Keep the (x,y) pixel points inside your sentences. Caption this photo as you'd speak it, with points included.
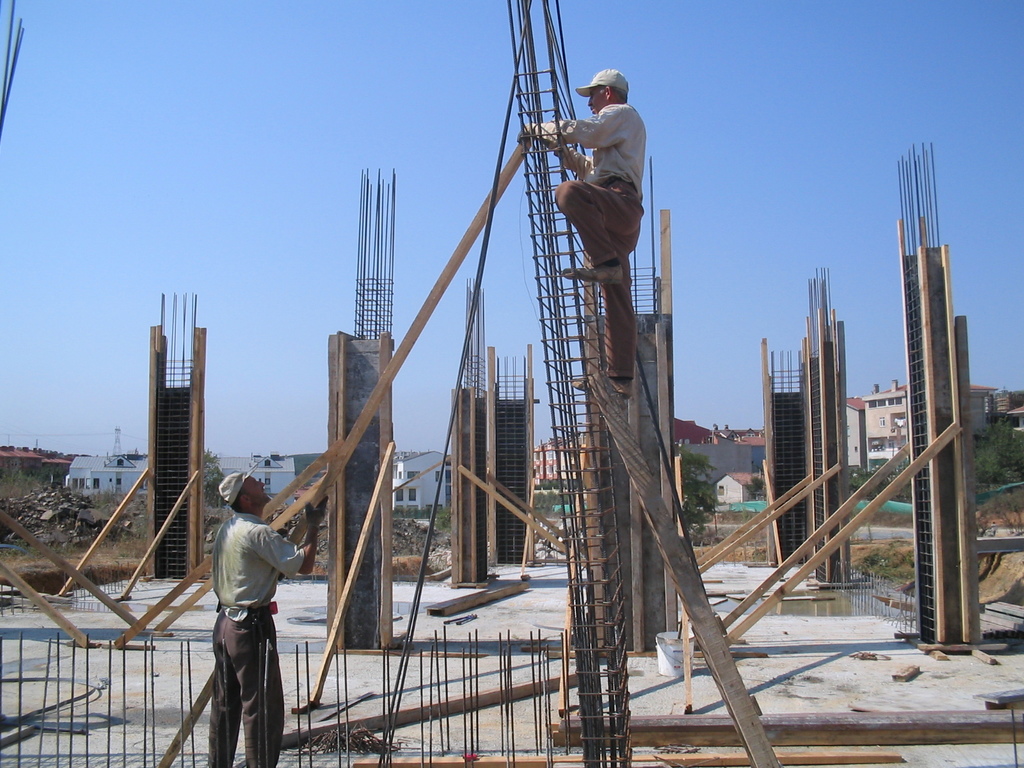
In the image there is a man (584,229) standing on rods (596,687) of metal pillar (594,539) and a man (259,523) holding wooden plank (300,533) on the left side (288,546), in the back (820,516) there are pillars (477,495) and over the background (418,469) there are buildings (434,490) and above its sky (458,76).
